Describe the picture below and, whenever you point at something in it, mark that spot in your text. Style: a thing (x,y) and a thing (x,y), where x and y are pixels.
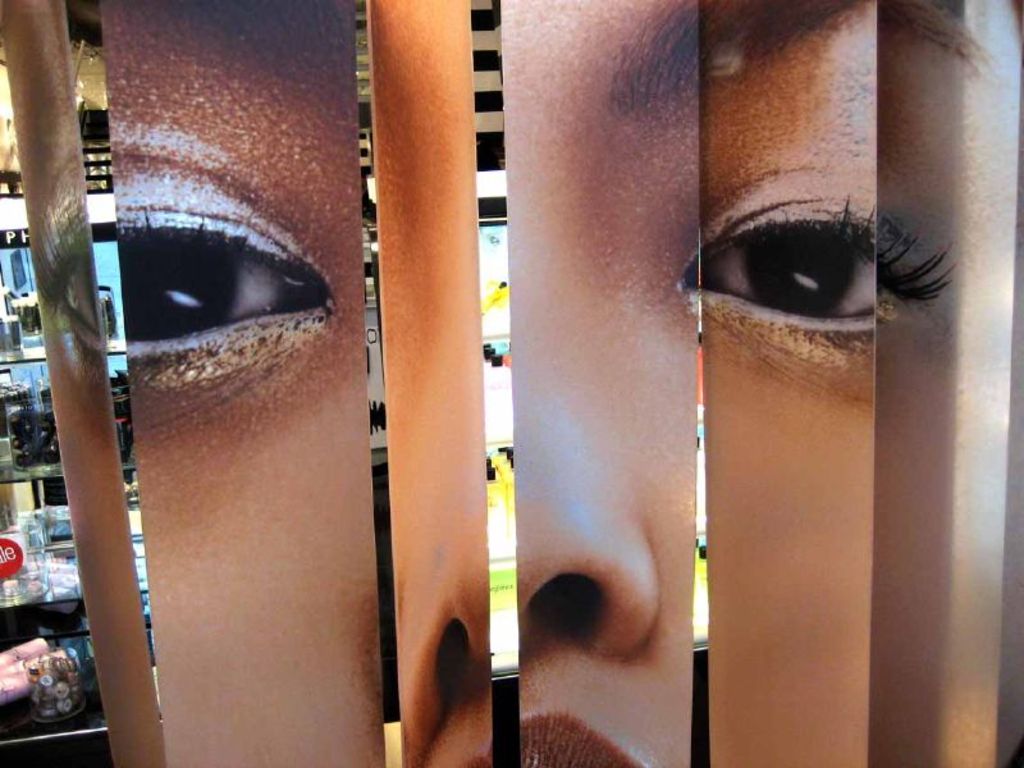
This is an edited image of the person's face (355,458) and the background (51,489) looks like the shelves (6,478) with some objects (52,502) on it.
